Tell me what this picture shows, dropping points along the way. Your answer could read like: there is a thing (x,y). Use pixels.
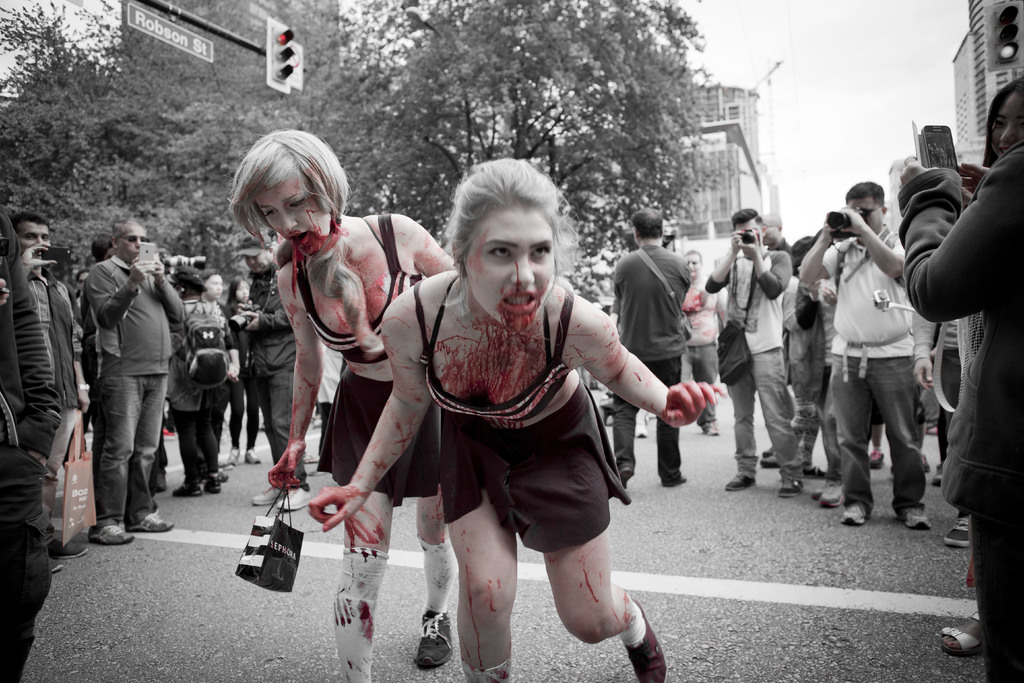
In this image there are a few people (652,373) standing on the road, few are holding, mobiles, bags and cameras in their hands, behind them there are buildings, trees (588,125) and a signal pole (275,31). In the background (844,83) there is the sky (830,120).
